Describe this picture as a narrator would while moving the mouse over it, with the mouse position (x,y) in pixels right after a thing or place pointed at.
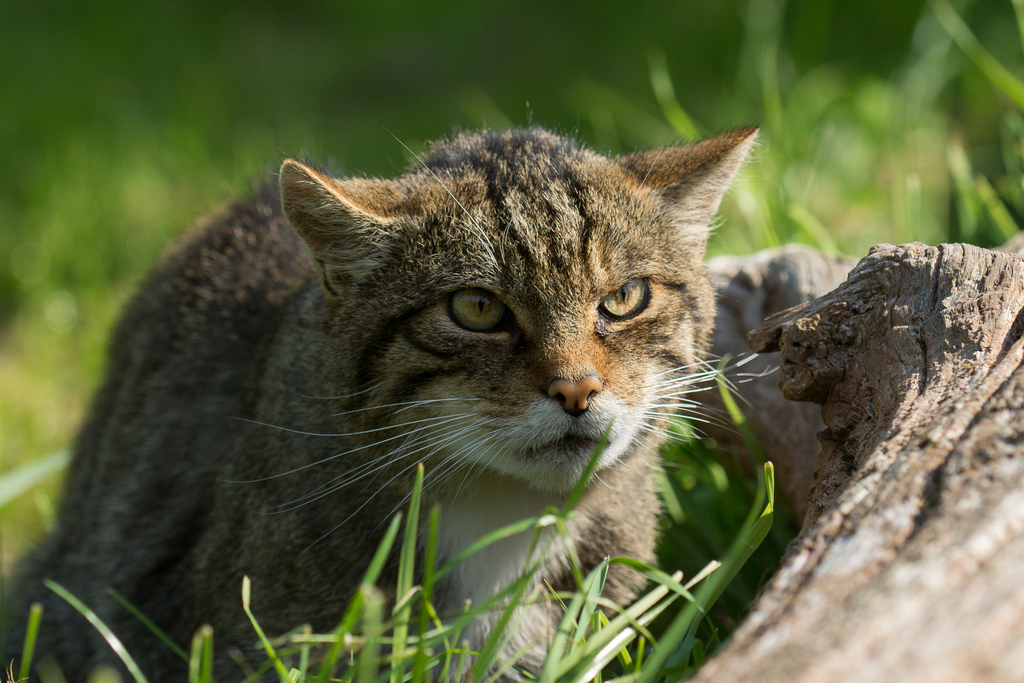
There is a cat (616,267), it seems like a log (848,600) and grass (425,674) in the image.
